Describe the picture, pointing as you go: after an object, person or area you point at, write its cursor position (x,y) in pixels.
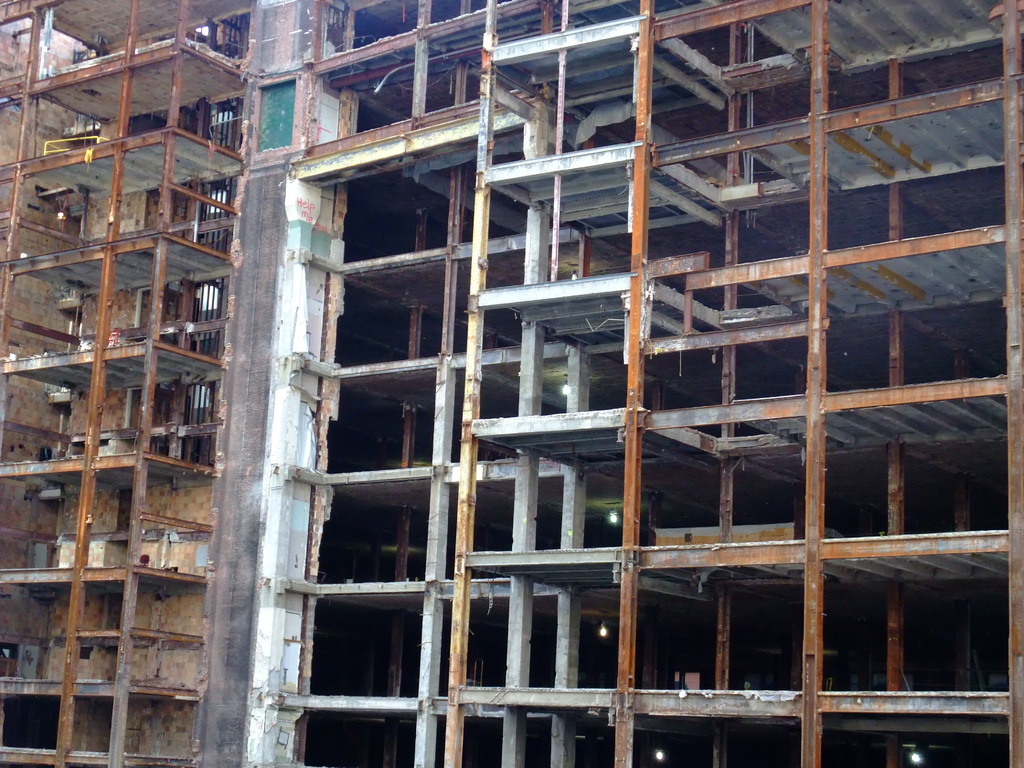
In this image we can see construction of a building (787,547).
